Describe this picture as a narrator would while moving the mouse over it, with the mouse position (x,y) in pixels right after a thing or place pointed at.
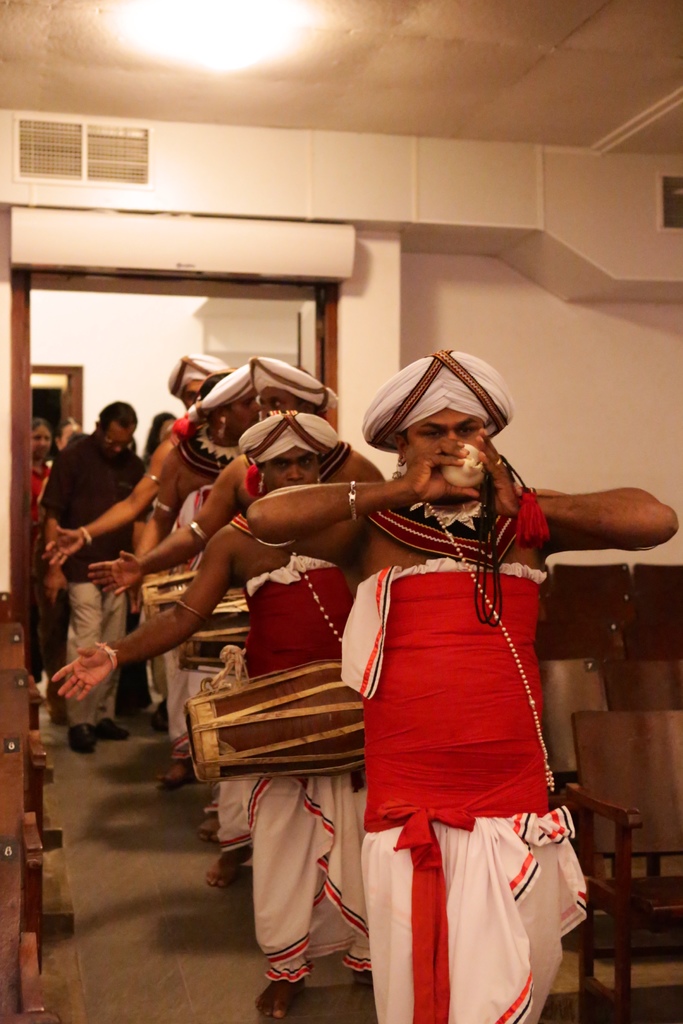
In this image at the center (402,571) there are few people (334,529) playing the musical instruments (365,767). Behind them there are few other people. Beside them there are chairs (583,632). On the backside (246,187) there is a wall (503,260). Beside the wall (368,326) there is a door (224,281). On top of the roof (240,99) there is a light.
